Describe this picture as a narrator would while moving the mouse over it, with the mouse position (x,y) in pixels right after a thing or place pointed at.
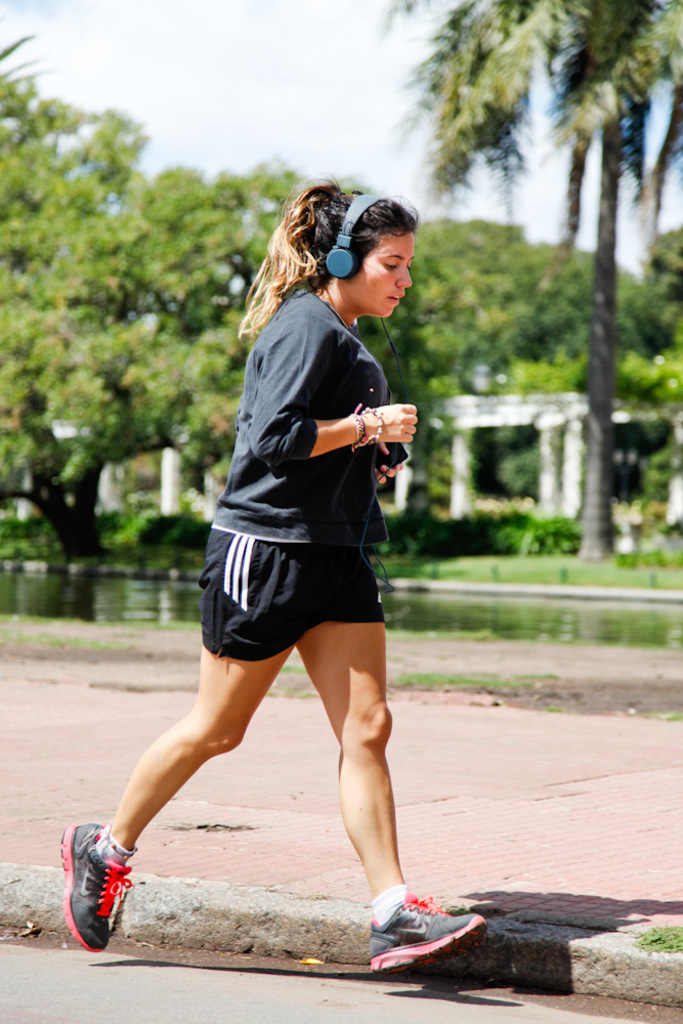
In this picture we can see a woman (321,528) is running, she is holding a mobile phone (391,454), we can see headphones (352,263) on her head (360,238), in the background (667,339) we can see some trees (138,292), there is water (102,595) in the middle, there is the sky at the top of the picture (330,125).
